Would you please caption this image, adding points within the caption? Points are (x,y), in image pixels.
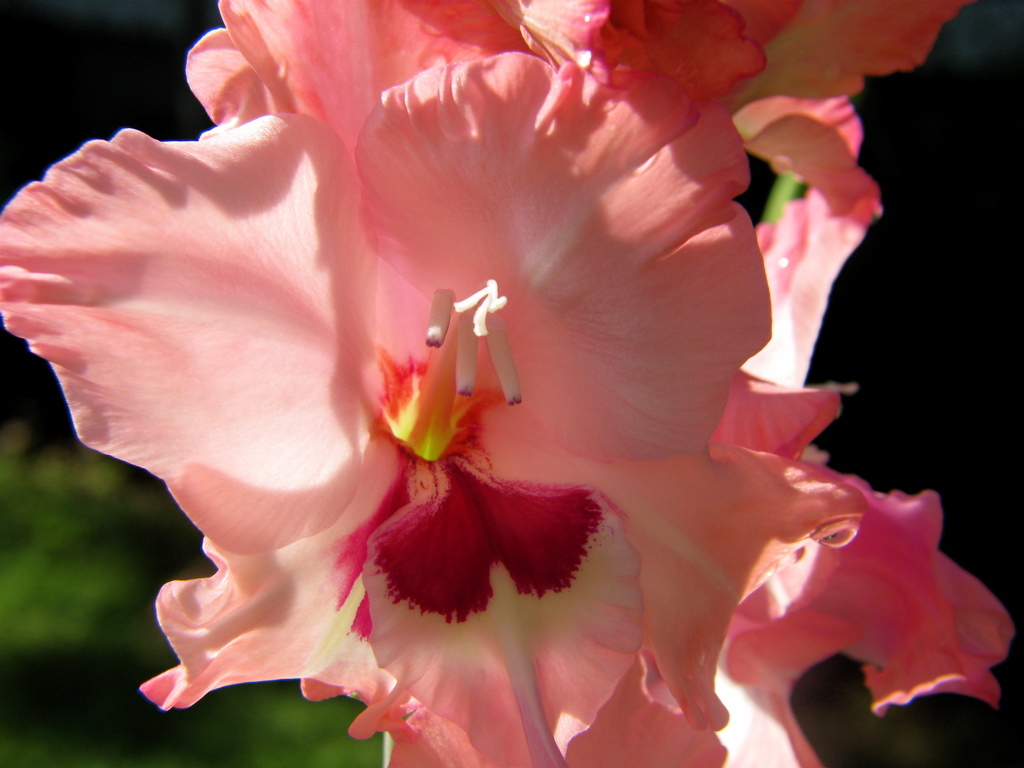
In this picture we can see flowers (394,515) and in the background (122,490) it is blurry.
